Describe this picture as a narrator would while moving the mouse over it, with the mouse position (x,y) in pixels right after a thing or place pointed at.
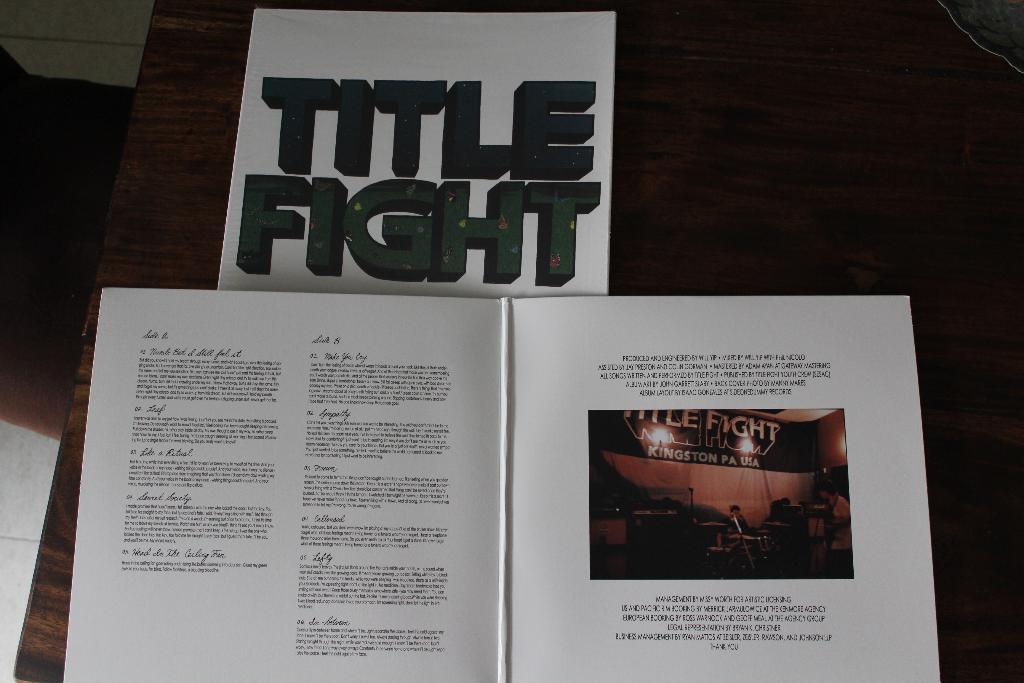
There is a wooden surface (706,156). On that there is a book (423,514). On the book (377,509) something is written. Also there is an image (685,497). And there is something written in the white background (391,258). On the image (696,429) there is a banner (722,444), lights (753,444) and few people (783,522).
